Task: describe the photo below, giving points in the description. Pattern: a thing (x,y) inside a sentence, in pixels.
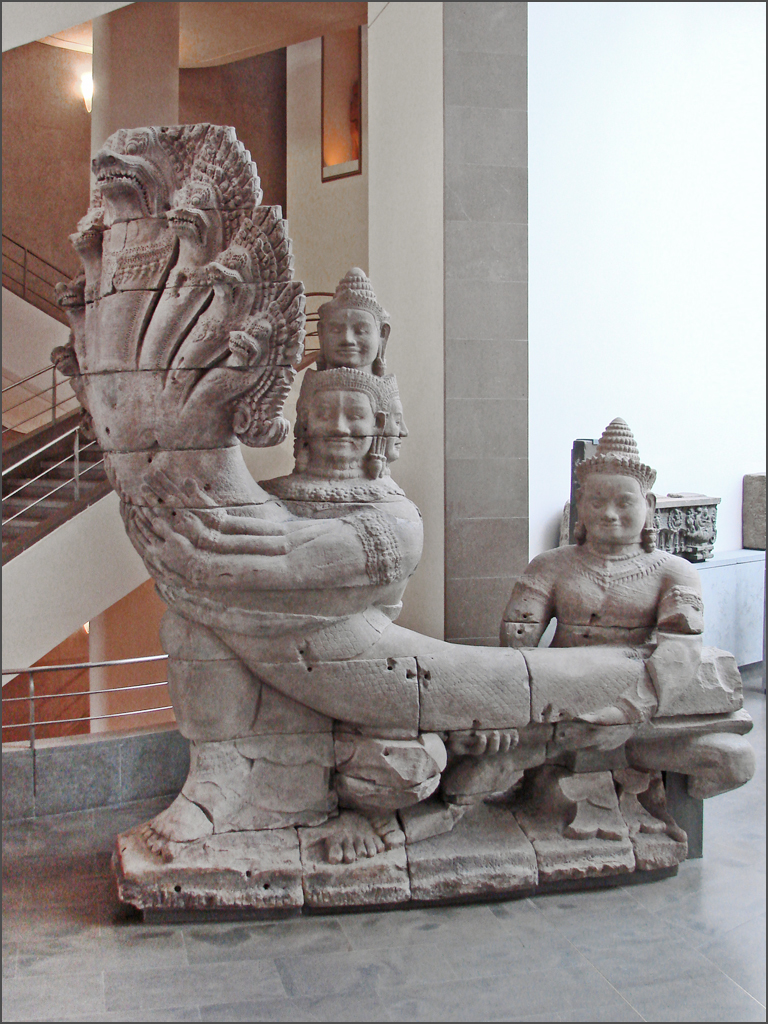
In the image there is a sculpture (430,723) and behind the sculpture (236,671) there are stairs (10,528) in a building (187,39).
